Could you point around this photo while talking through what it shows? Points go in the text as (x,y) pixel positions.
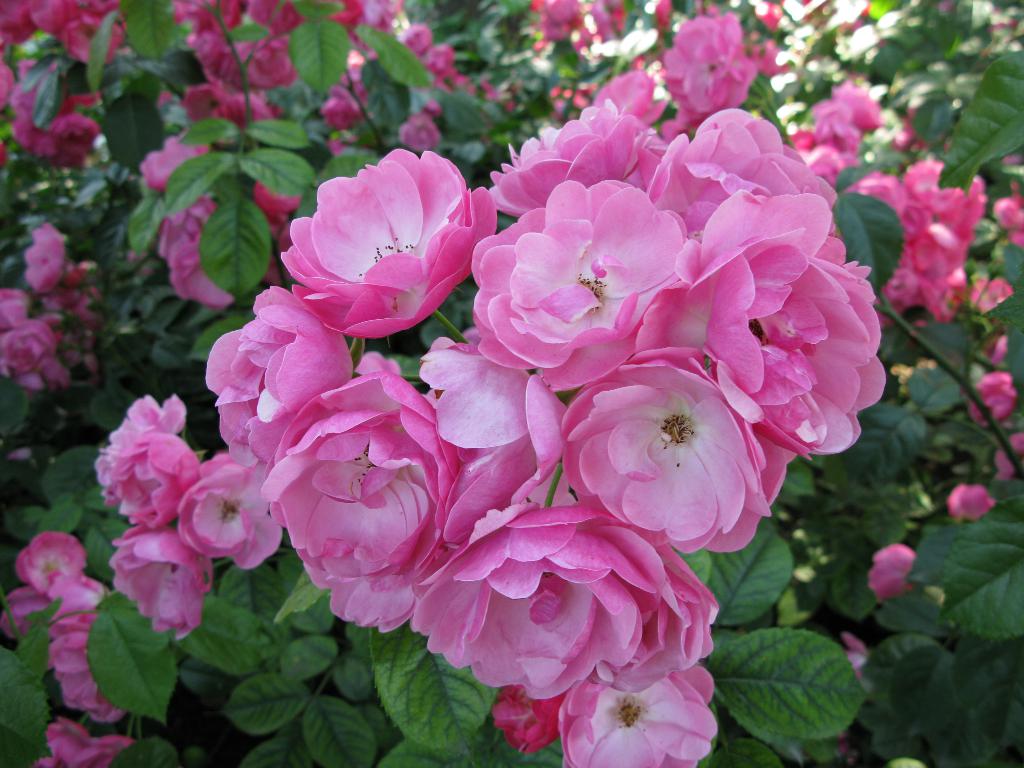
Here we can see a plant (751,617) with pink flowers (454,446).
